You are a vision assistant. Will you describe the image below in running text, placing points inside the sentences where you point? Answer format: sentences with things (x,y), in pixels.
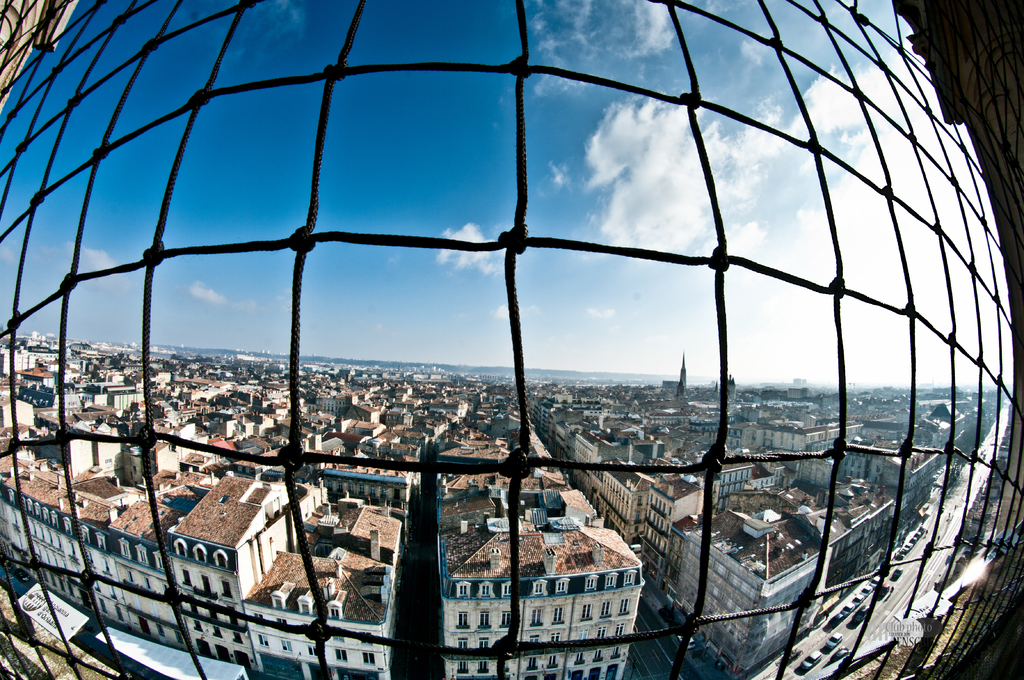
In this picture we can see fence (315,198), few buildings (195,400) and clouds (675,188), and also we can see few vehicles (858,606).
